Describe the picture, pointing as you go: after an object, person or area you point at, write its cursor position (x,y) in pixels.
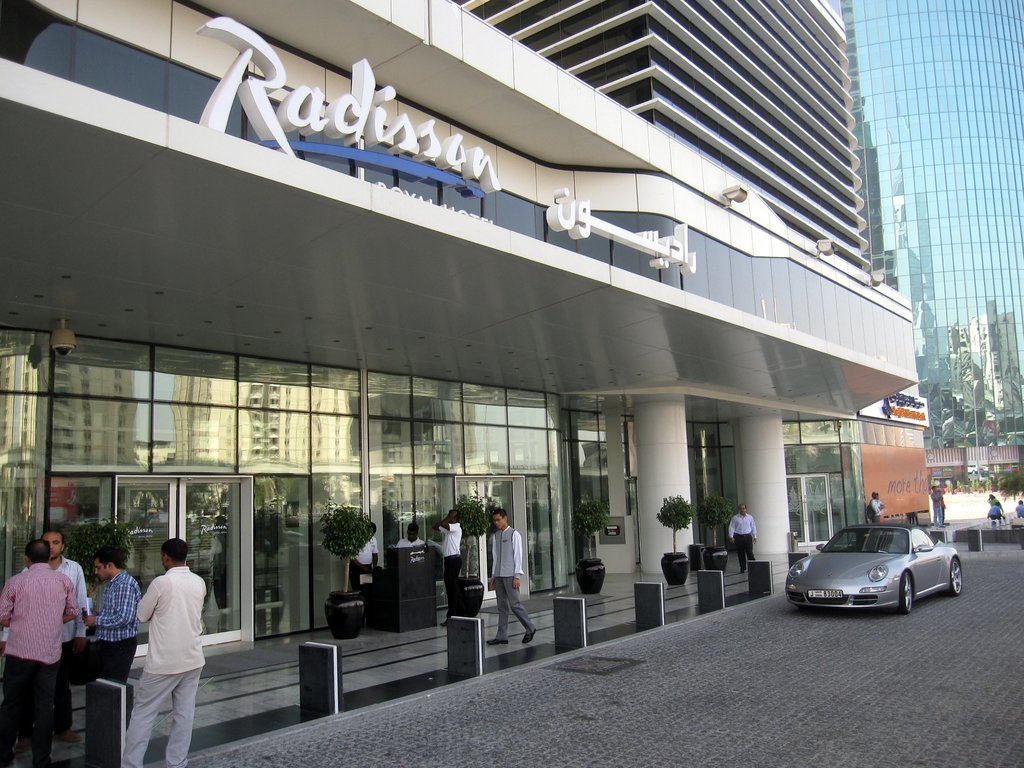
In this picture we can see few buildings (539,386), plants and group of people (736,518), on the right side of the image (871,555) we can see a car (883,580), also we can find few lights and hoardings (893,411).
